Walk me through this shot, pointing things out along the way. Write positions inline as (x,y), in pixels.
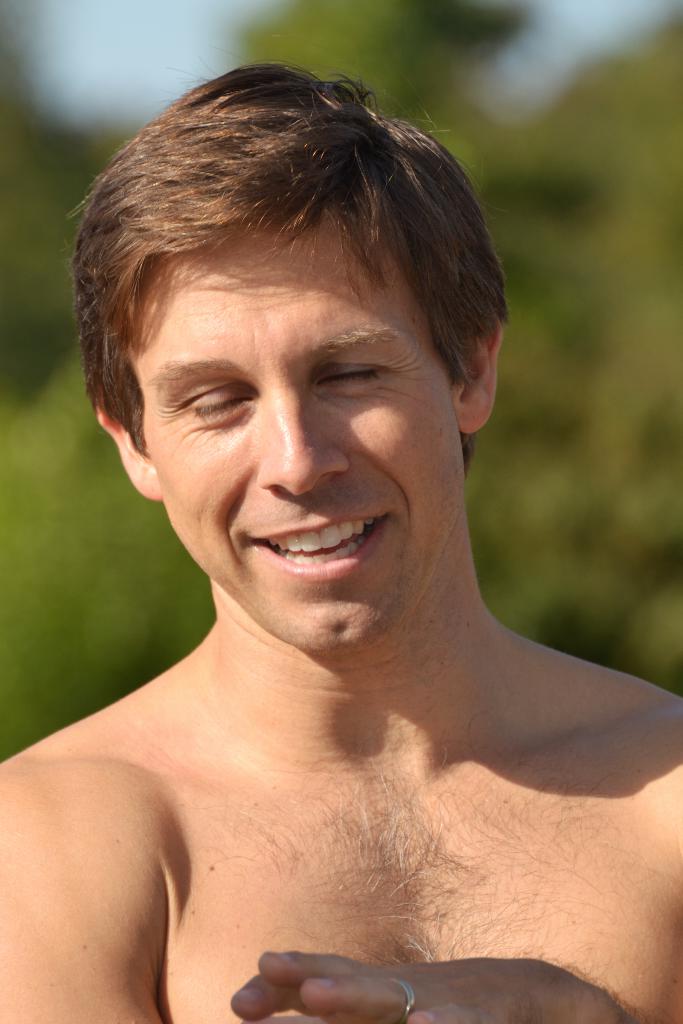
In this picture we can see a man (333,778) is smiling, it looks like a tree (591,222) in the background (570,155), there is a blurry background (572,310).
